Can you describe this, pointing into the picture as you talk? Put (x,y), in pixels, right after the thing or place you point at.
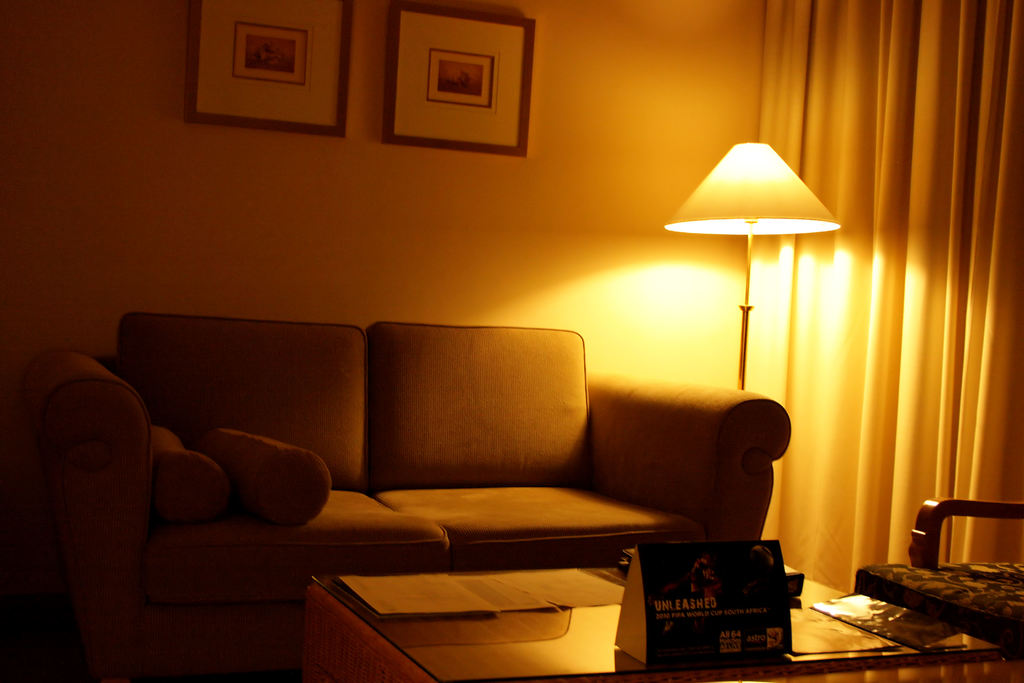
In this image I can see the room (319,511) with couch (405,447). In-front of the couch (474,463) there is a table (487,639). On the table (370,652) I can see some papers (426,581). To the right (742,366) there is a lamp (750,265) and the curtain (890,205). In the back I can see two frames (464,59) to the wall (246,227).
